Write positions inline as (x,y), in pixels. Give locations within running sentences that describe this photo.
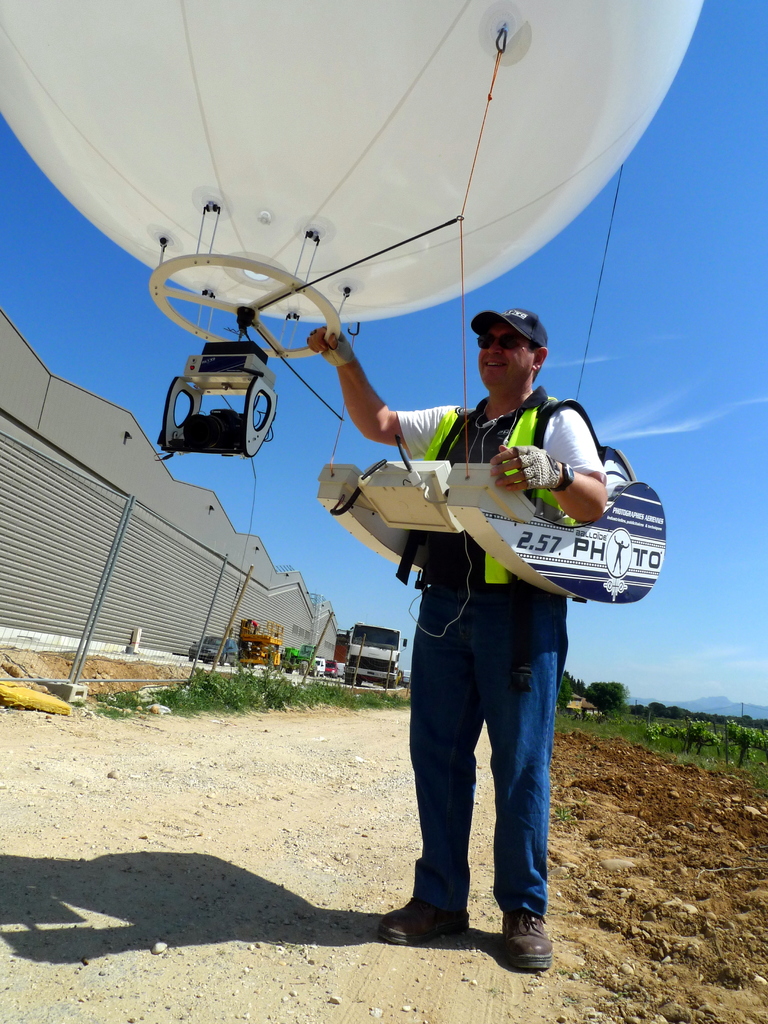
This picture is clicked outside. On the right (543,421) we can see a person (500,665) wearing some objects (507,513) and holding an object (311,291) seems to be a hot air balloon (302,90) and standing. In the background (631,252) we can see the sky (683,455), trees (670,712), plants (732,733), green grass (324,697), group of vehicles (302,669), shutters (197,594), metal rods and some other objects (72,699).
